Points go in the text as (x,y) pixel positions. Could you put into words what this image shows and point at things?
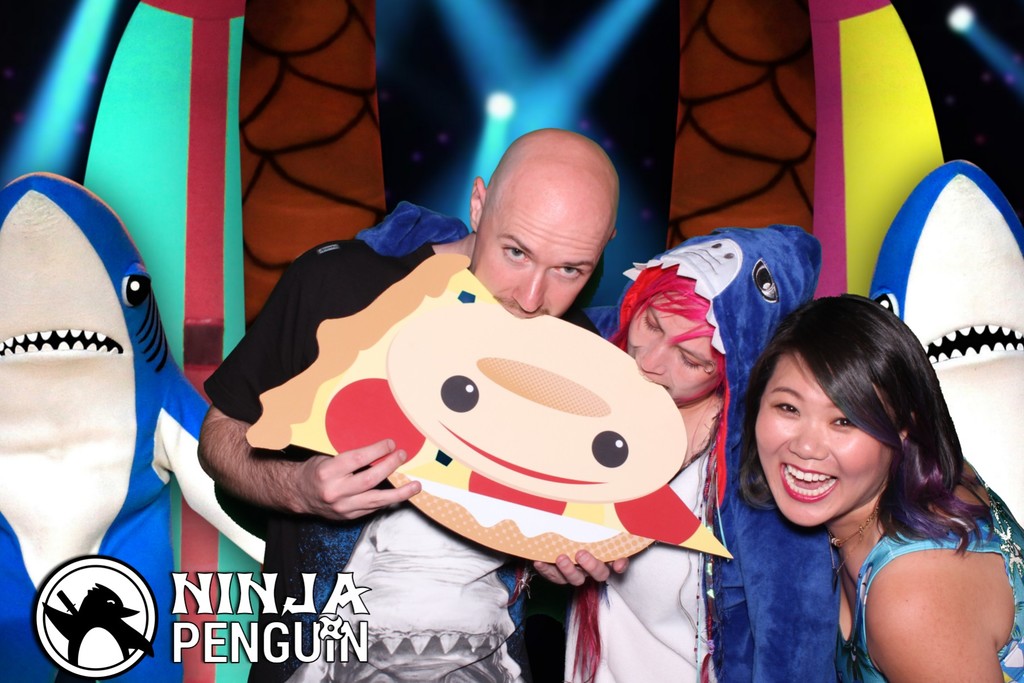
In the center of the image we can see three persons (224,376) standing on the floor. In the background (21,268) we can see toys (21,259) and decors (320,52). At the bottom left corner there is a text (309,628).
